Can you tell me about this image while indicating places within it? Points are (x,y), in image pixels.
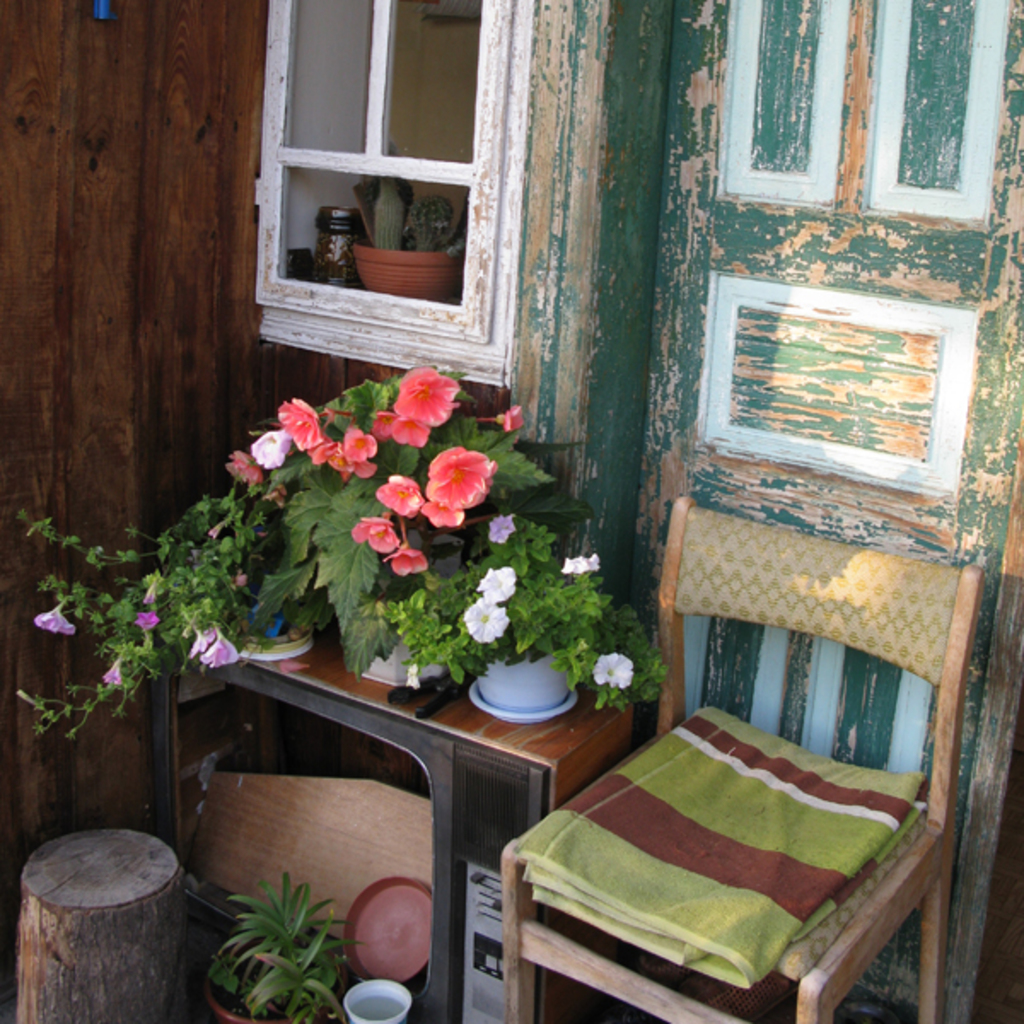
In the image we can see there are small plants (314,544) on which there are flowers (390,485) and there is a chair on which there is a towel (584,829) kept and the door (663,250) at the behind is in green colour and beside it on the window (309,215) there is a pot (409,260) in which cactus plant (400,215) is grown.
